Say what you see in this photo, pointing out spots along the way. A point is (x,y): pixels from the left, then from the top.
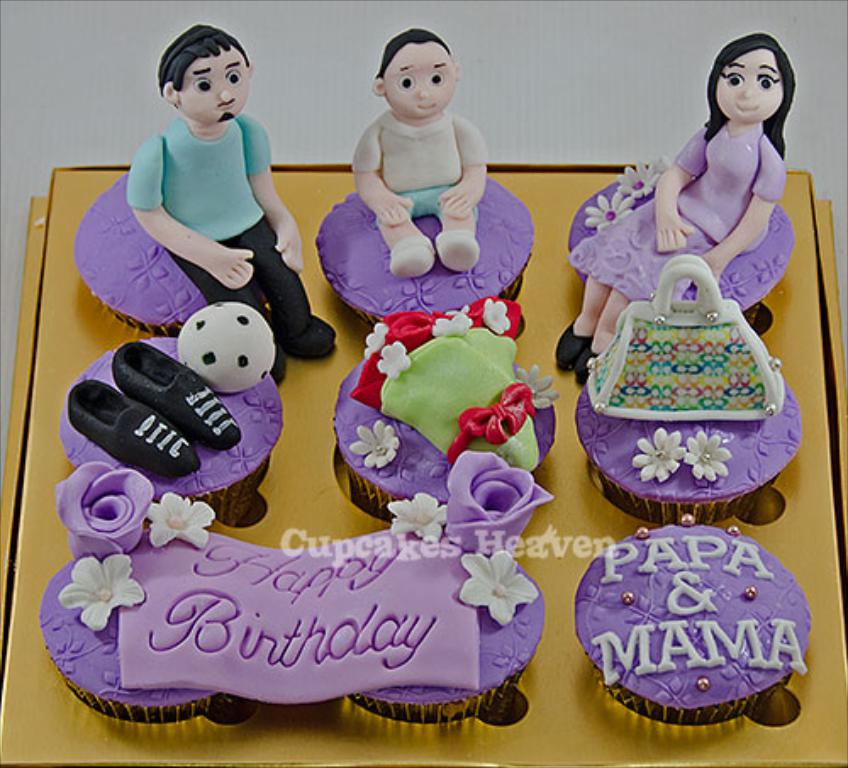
In this picture I can see cupcakes (392,462) and animated toys (470,224) on it.
